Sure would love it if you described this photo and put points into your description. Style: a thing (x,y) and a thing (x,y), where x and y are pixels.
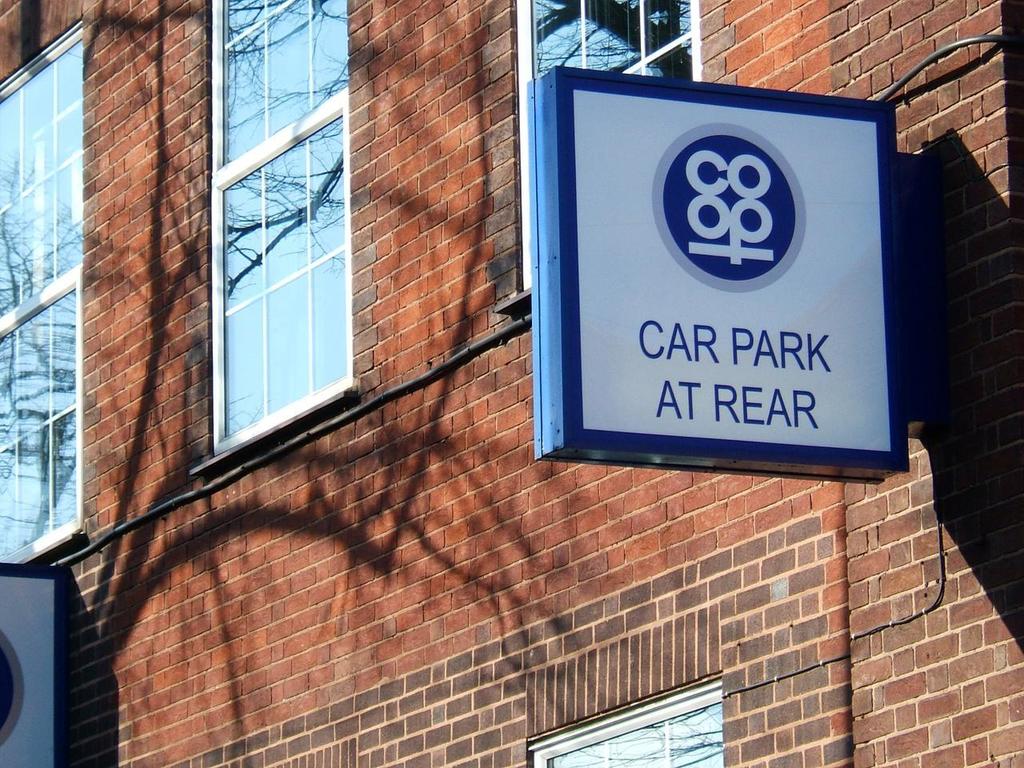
In this picture, we can see the wall (89,484) with windows (719,722), posters (938,203), wires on it.
